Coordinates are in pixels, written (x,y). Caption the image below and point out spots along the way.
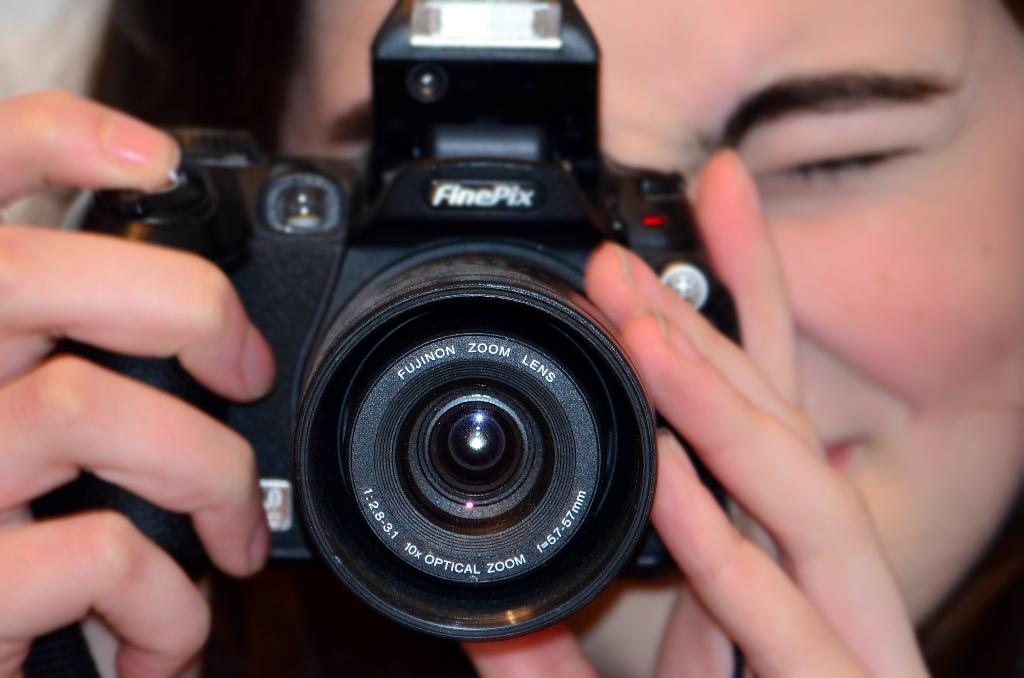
In this picture, we can see a person (775,135) holding a camera (656,192).
